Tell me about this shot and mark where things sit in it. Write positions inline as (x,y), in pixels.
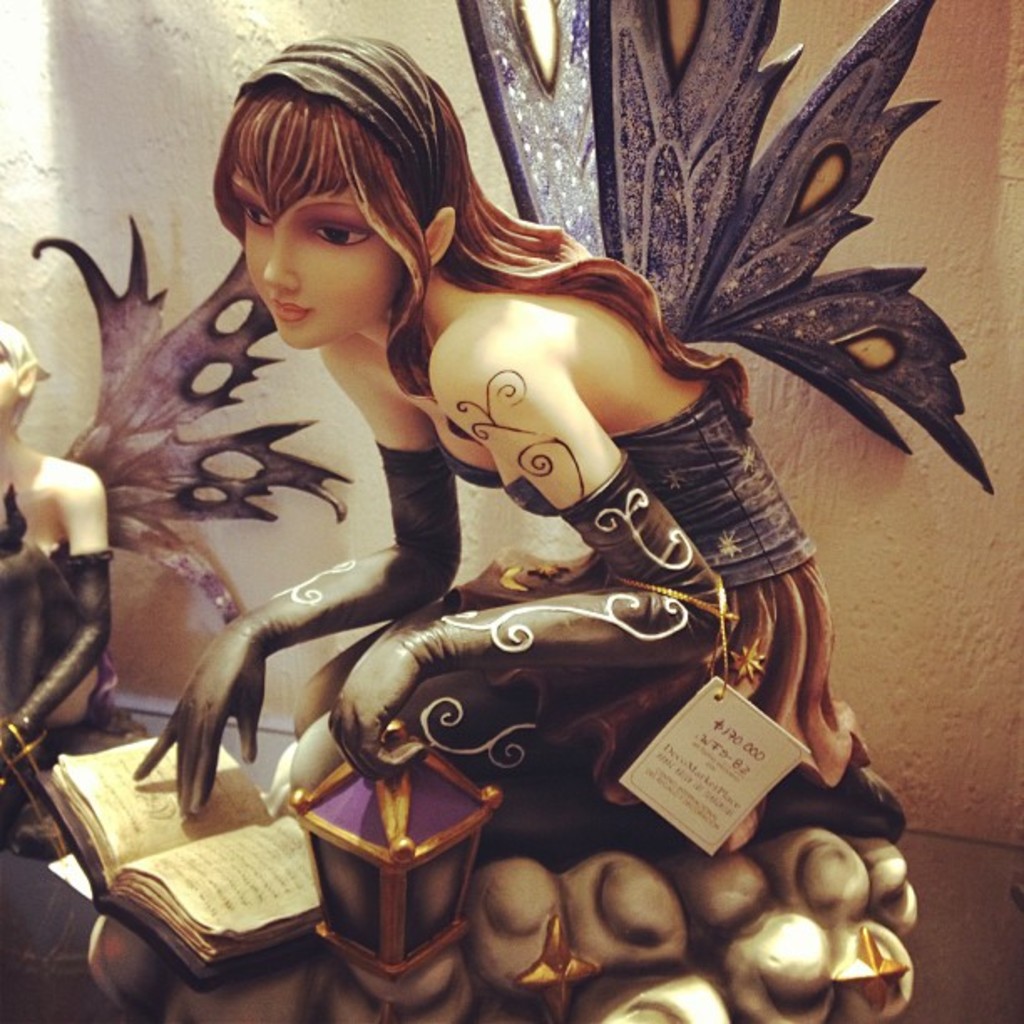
In this image there are sculptures (552,727) on a surface (916,860), in the background (62,319) there is a wall (873,695).
